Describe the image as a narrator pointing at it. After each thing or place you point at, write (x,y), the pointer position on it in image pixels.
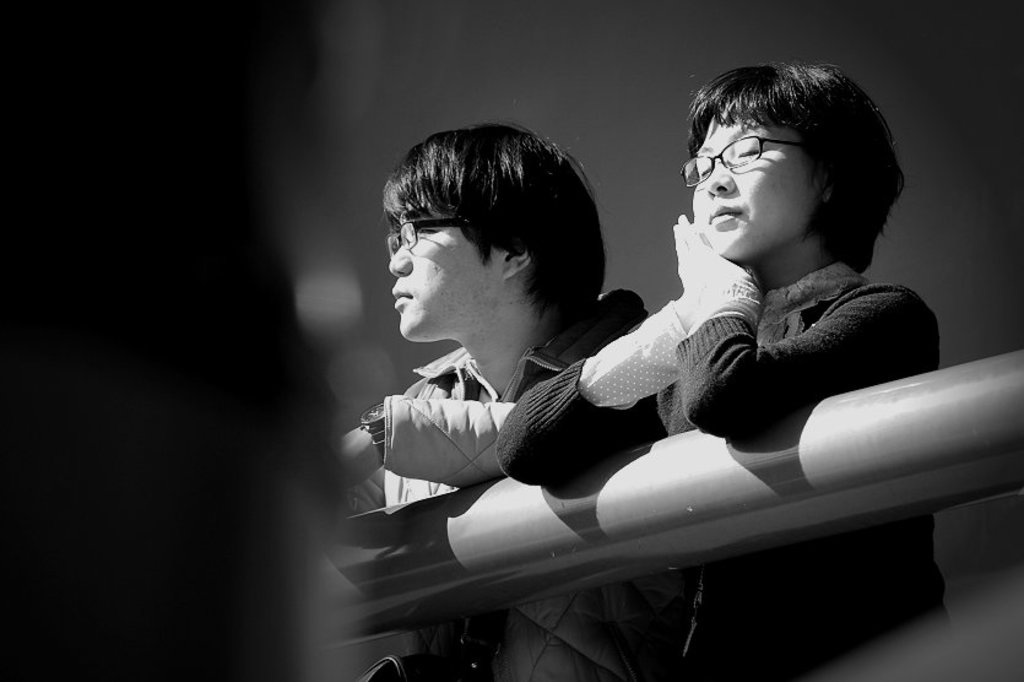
It is a black and white image. In this image we can see a man (511,199) and a woman (796,305) wearing the glasses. We can also see the pipe (489,531).
